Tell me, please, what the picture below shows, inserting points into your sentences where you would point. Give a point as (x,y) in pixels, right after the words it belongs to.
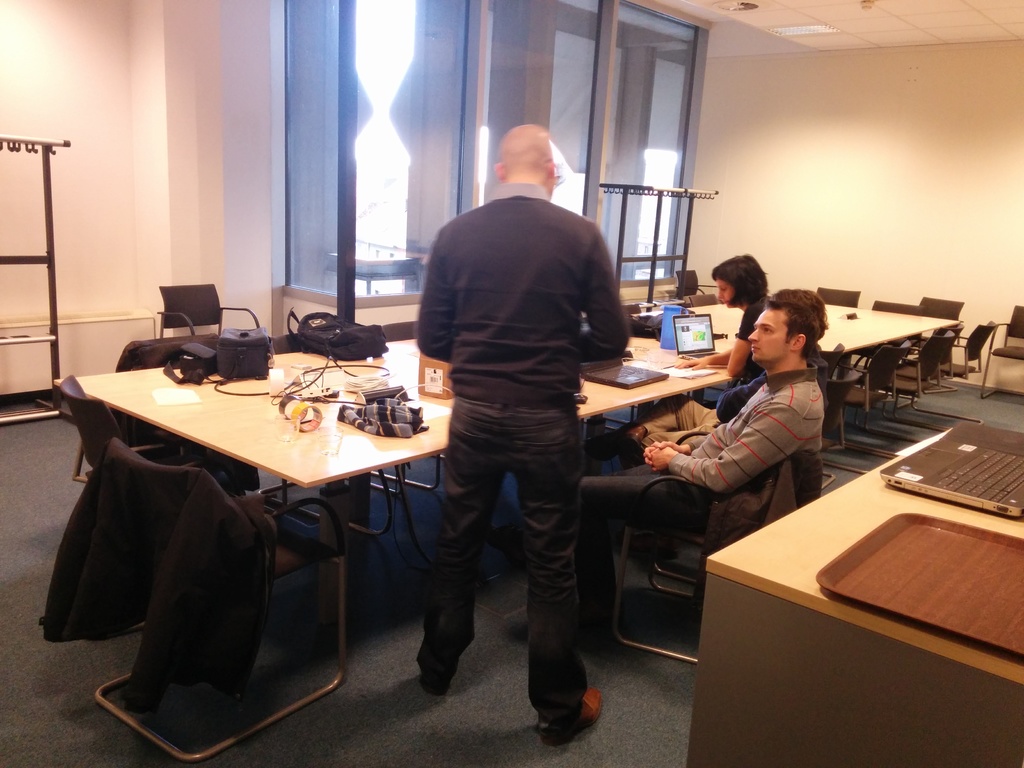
In this image i can see a person (542,358) wearing a black dress (529,328) and jeans (546,479) standing and few other persons (696,413) sitting on chairs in front of a table (616,409), On the table (391,363) i can see few wires (384,380), few bags (377,346), a cloth (382,406), few laptops (628,369) and a bottle (665,319). In the background (660,279) i can see few windows (591,142), the wall (114,89), few empty chairs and the ceiling (874,38).
